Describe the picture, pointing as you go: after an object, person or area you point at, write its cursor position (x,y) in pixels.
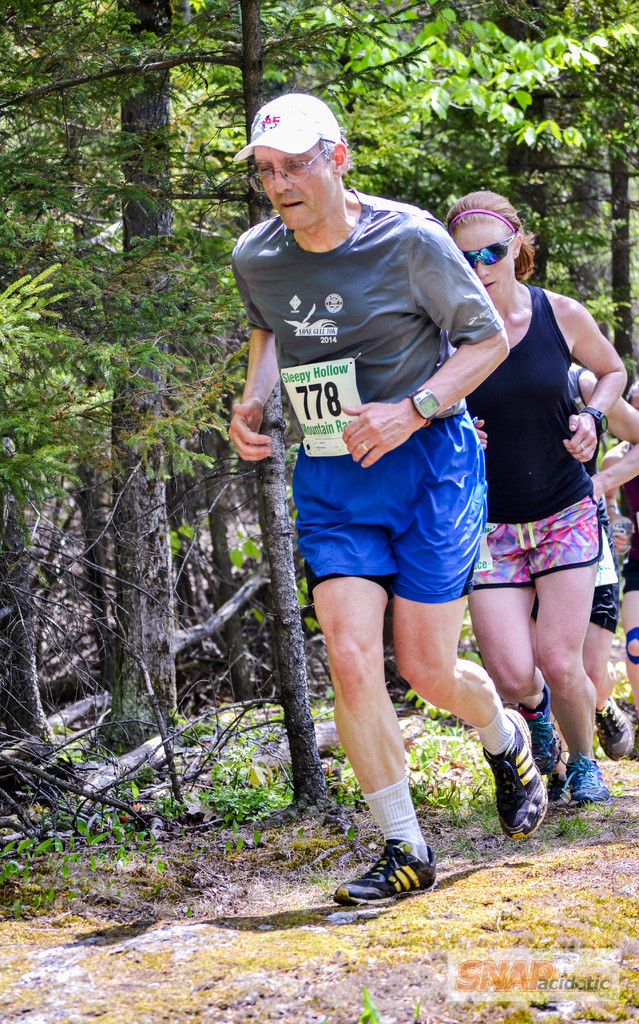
In this image we can able to see some persons (467,456) running here. and there are some trees (251,76). this person (504,263) is wearing sunglasses (507,244). this person (307,142) is wearing a cap (283,143).
